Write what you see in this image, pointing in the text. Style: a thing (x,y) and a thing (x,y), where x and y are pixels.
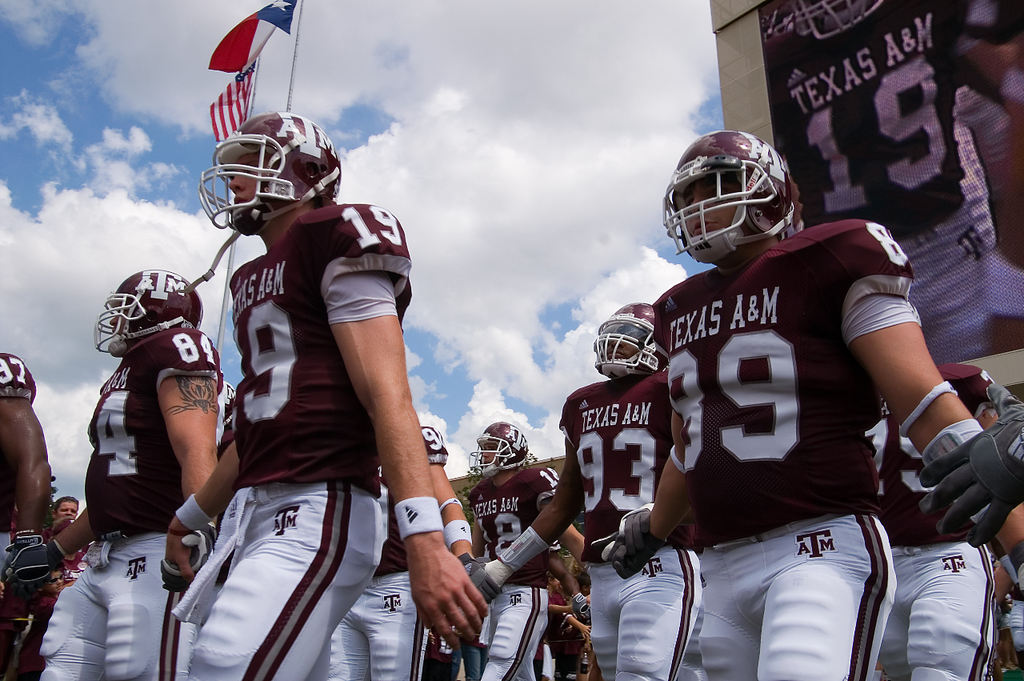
In this image there are group of people (736,341) with gloves (996,523) and helmets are standing, and there are flags (279,14) with the poles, a screen (805,88) to the building (959,54) or a wall (959,54), and in the background (542,250) there is sky (684,64).
